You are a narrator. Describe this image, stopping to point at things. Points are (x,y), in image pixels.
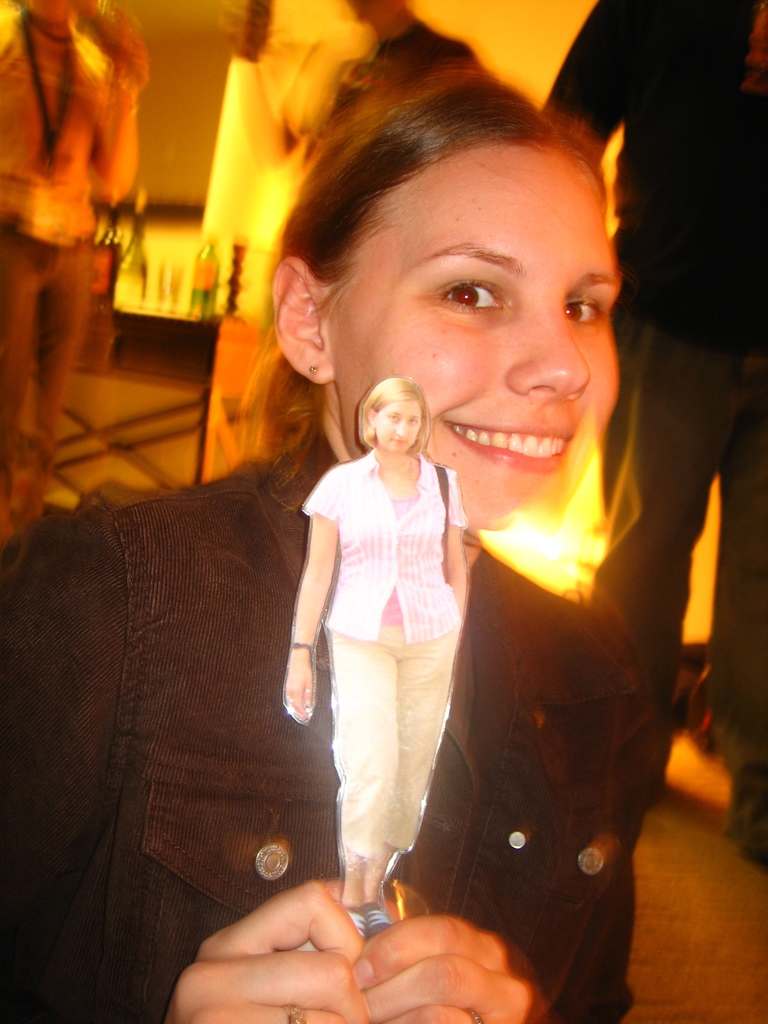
In this image we can see a group of people (437,313) standing. One woman (482,523) is holding a picture (422,664) of a person (392,691) in her hands (399,917). On the left side of the image (165,378) we can see some bottles (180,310) placed on the table (179,405). At the top of the image (172,256) we can see the wall (510,20).
